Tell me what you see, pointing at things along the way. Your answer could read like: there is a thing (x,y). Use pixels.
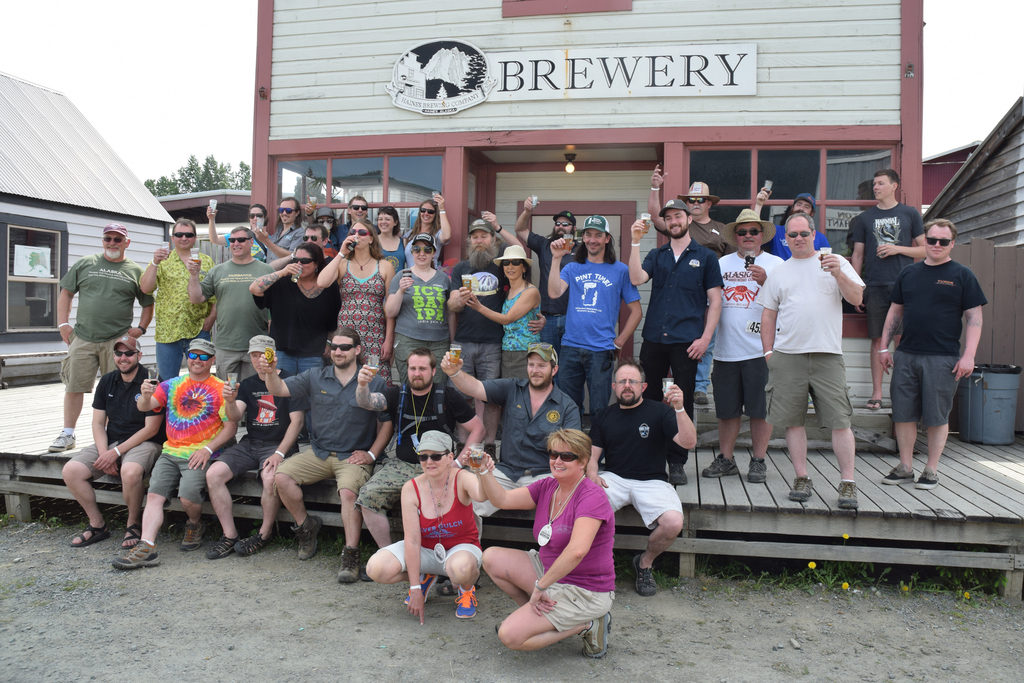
In this image in front (136,464) there are a few people (569,459) sitting on the wooden platform (328,487) by holding the glasses (666,388). Behind them there are a few people (678,280) standing. In the background of the image (77,134) there are buildings (908,153), trees (234,164) and sky (145,84). In the center of the image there is a light (572,173). On the right side of the image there is a dustbin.
